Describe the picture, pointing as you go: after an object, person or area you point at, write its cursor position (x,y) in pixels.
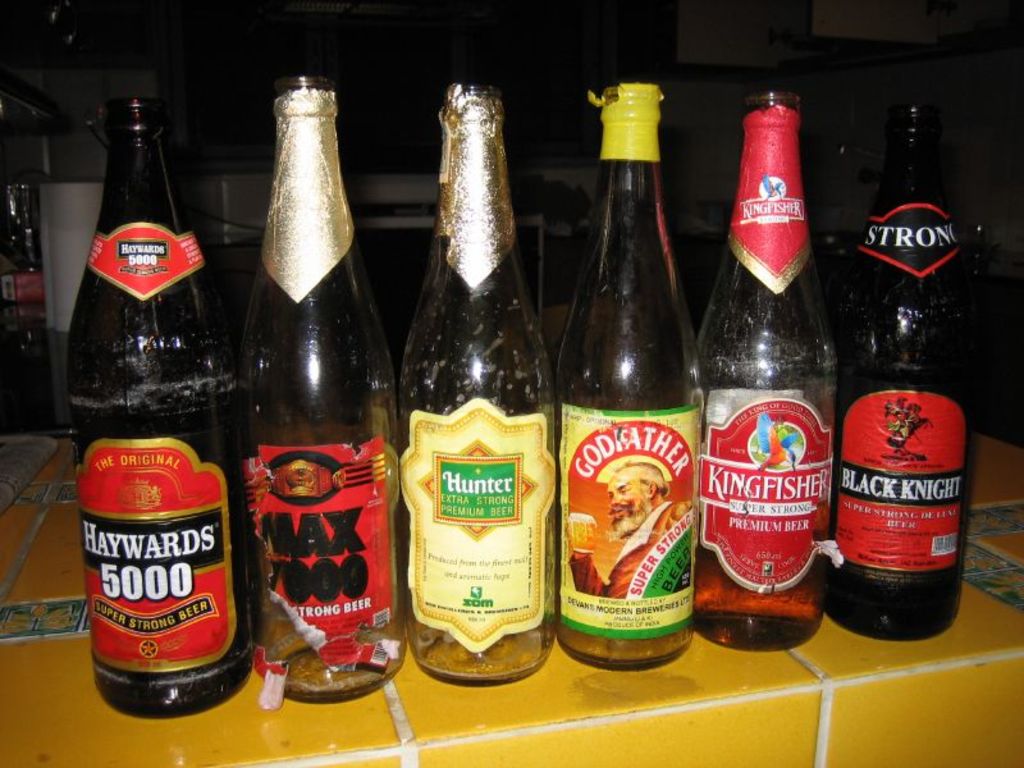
In this picture we can see bottles (829,348) of different tags (455,435) and this are placed on tiles counter (604,715) and in background (390,141) we can see some roll (48,228) and it is dark.
